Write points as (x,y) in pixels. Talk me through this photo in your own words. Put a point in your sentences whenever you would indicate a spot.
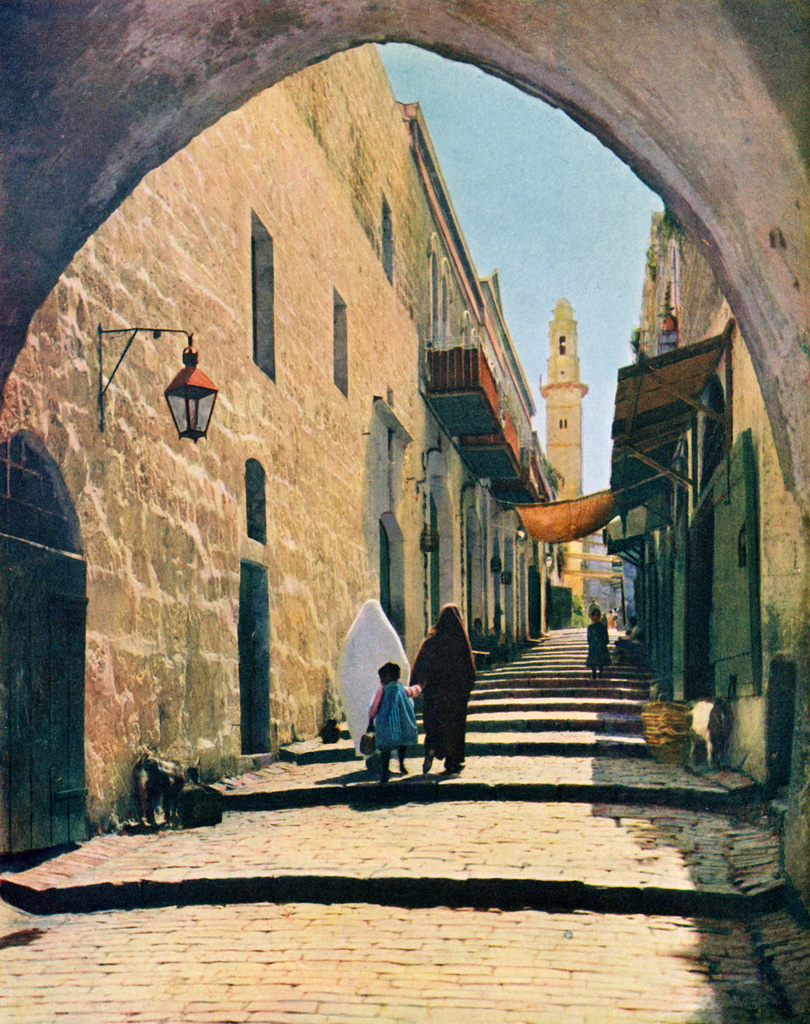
In the center of the image (418,676) we can see group of persons (432,683) standing on the ground (423,774). One girl (401,735) is wearing the blue dress (392,721) is holding a bag (375,742) in her hand (371,719). in the background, we can see a group of buildings (384,386), lamp (191,388), shed (671,382), a tower (563,402) and the sky (565,206).
